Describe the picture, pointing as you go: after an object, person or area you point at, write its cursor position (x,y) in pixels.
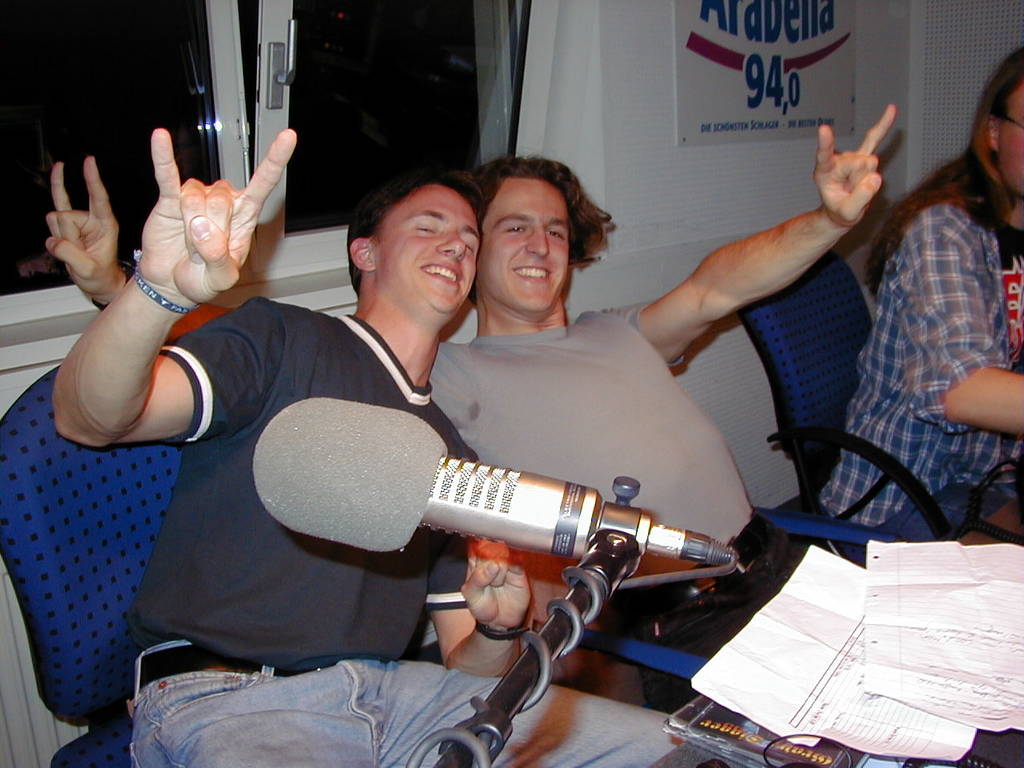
In this image I can see at the bottom (488,514) there is the microphone (404,507), in the middle (624,443) two persons (479,445) are sitting on the chairs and they are smiling, on the left side (284,278) there are windows (322,160). On the right side (993,390) there is another person (974,376), at the top (765,89) there is the board (768,77) on the wall (647,113). In the right hand side (863,620) bottom there are papers (810,688).
